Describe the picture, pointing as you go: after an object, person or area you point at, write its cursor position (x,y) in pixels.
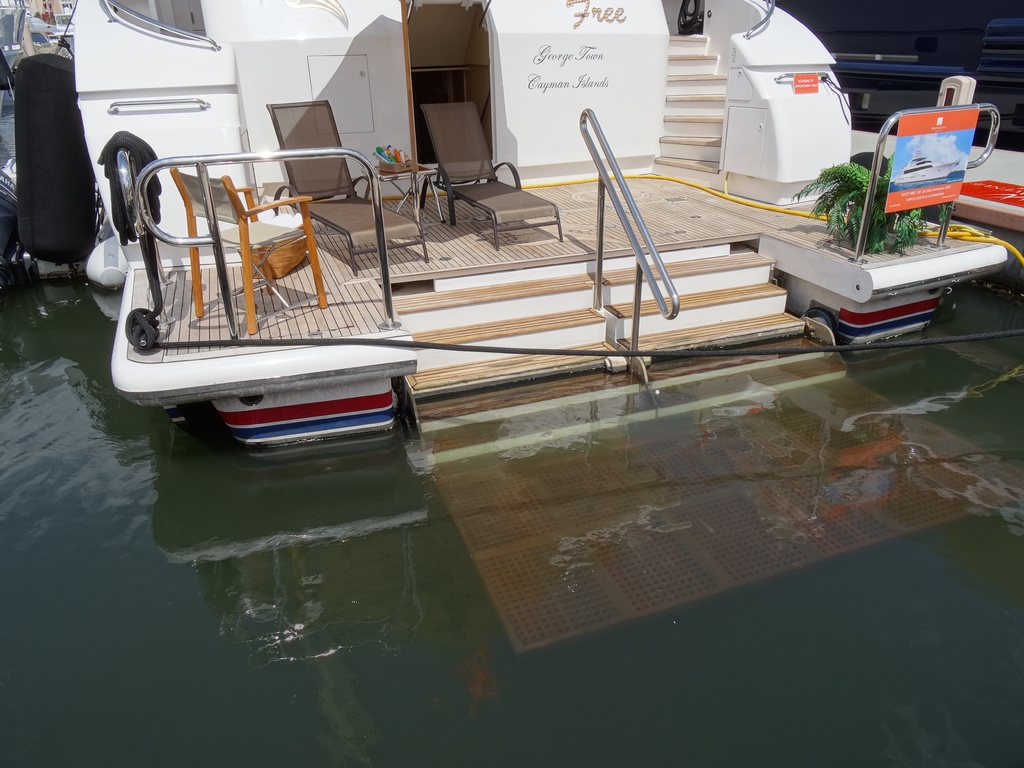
In this image there is a boat (720,85) on the water (625,605). In boat (429,282) there are few chairs (392,216) and table (420,169) having few objects (402,160) on it. There is a plant (848,221) in the pot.
